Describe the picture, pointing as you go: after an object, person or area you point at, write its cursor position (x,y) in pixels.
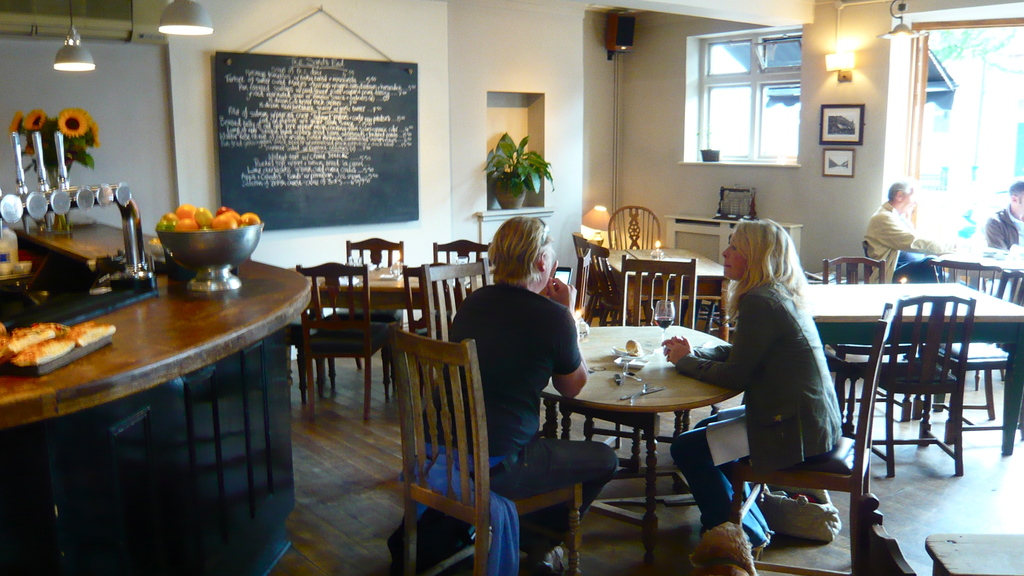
In this picture we can see some persons (752,415) sitting on the chairs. This is the table (664,402). On the table (666,380) there are some glasses (669,310), and cups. On the background (517,57) there is a wall (535,119) and this is the plant (536,186). Here we can see a window (778,89). And this is the light (838,69). And these are some fruits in the bowl (243,249). Here we can see yellow color flowers (97,144).
